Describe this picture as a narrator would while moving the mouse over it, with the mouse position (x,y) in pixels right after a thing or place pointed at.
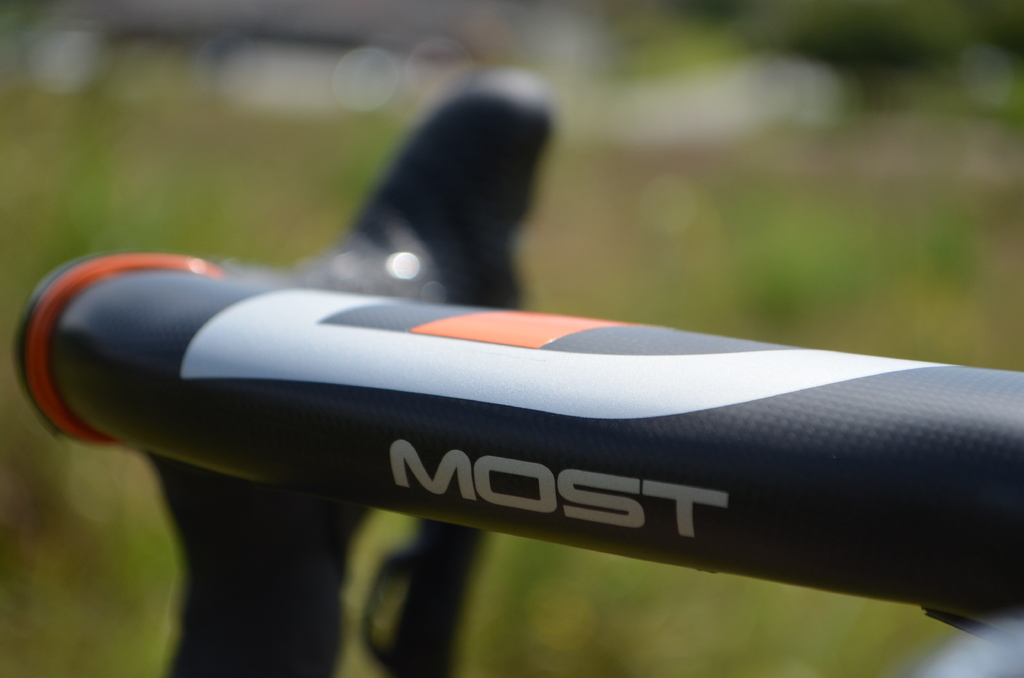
In the picture I can see an object (488,398) which has most written on it and the background (276,116) is in green color.
